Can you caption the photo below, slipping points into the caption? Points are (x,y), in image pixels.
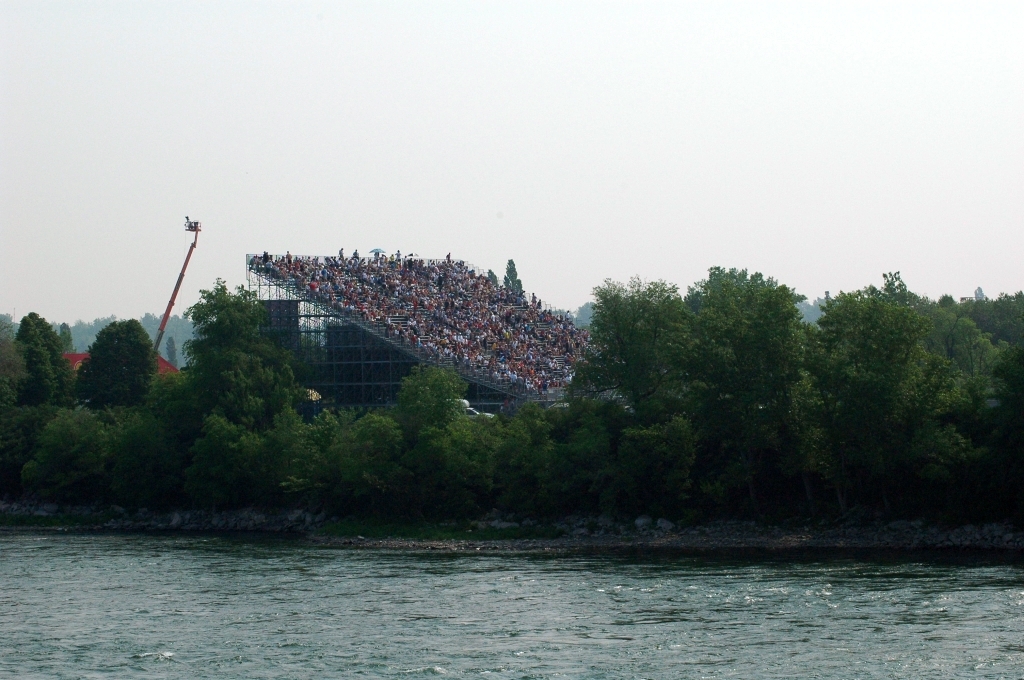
In this image, we can see water (68,627), there are some green trees (437,471), we can see the crane (155,345), at the top (428,127) we can see the sky (516,68).
